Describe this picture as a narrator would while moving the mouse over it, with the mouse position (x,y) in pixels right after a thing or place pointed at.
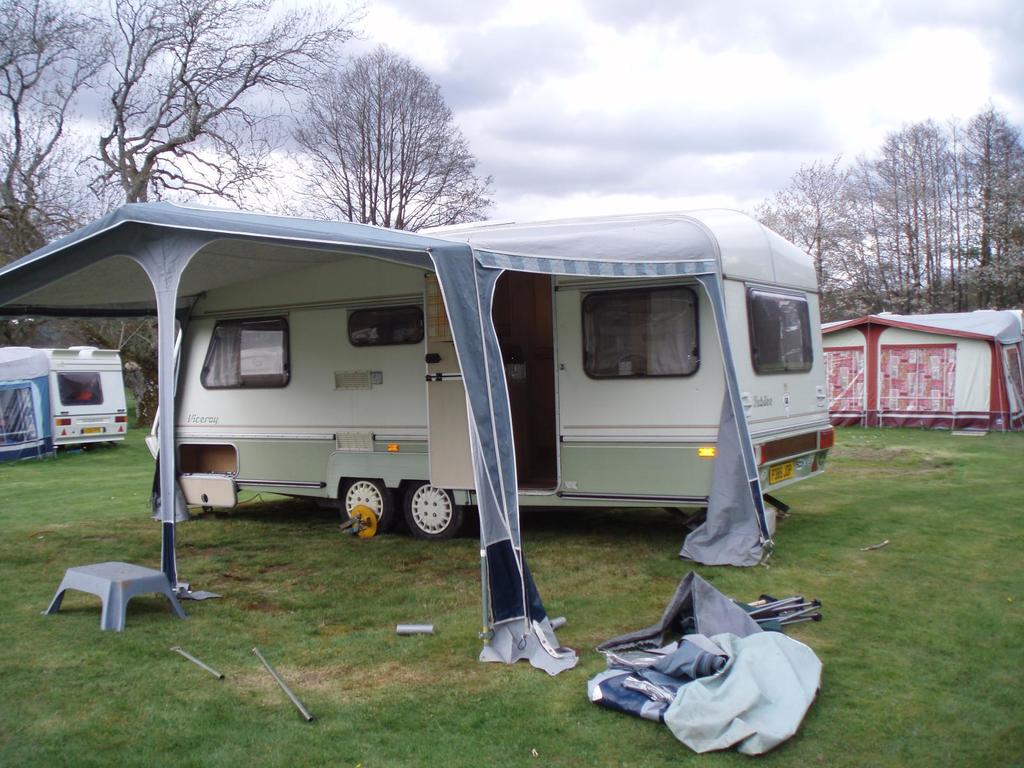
In this picture there is a tent (455,291) in the center of the image (523,411) on the grassland (404,554) and there is a vehicle (567,332) in the center of the image (395,378) and there are other tents (954,342) and a vehicle (54,441) in the image and there are trees (263,79) in the background area of the image (295,81).
